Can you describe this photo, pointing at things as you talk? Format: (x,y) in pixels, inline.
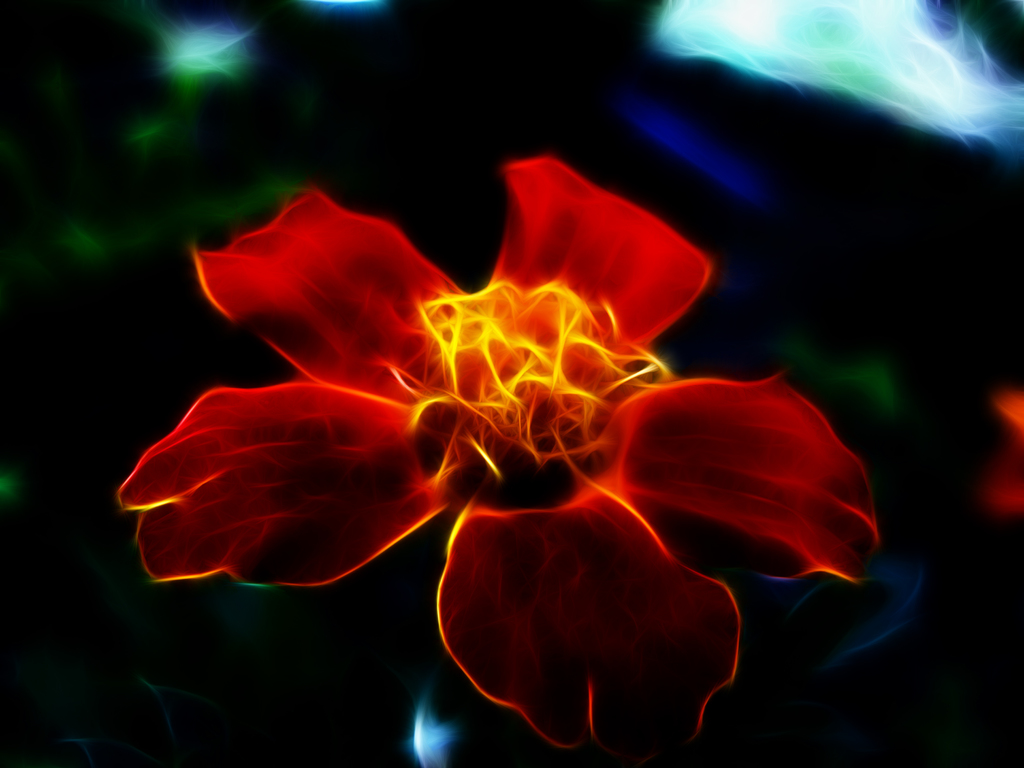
In this image we can see an animated picture of a flower (376,470).
